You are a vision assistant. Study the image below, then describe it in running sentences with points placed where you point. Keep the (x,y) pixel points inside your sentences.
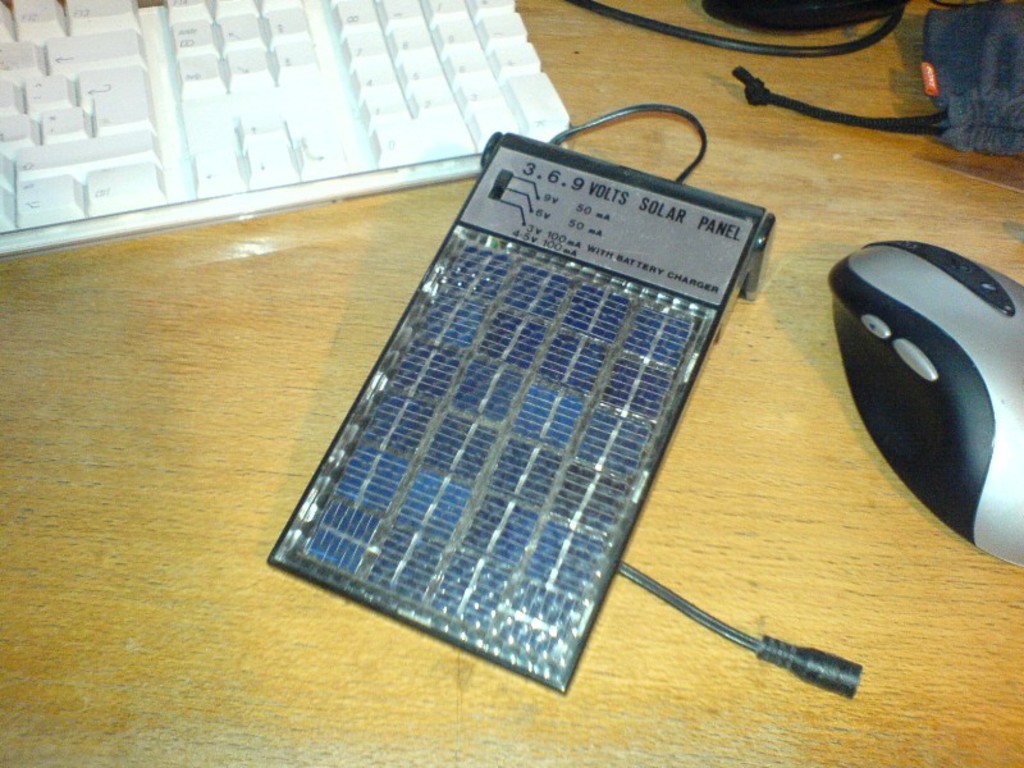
Here we can see a keyboard (362,177), solar panel (525,459), mouse (1020,362), and a pouch (986,62) on a wooden platform (338,688).
